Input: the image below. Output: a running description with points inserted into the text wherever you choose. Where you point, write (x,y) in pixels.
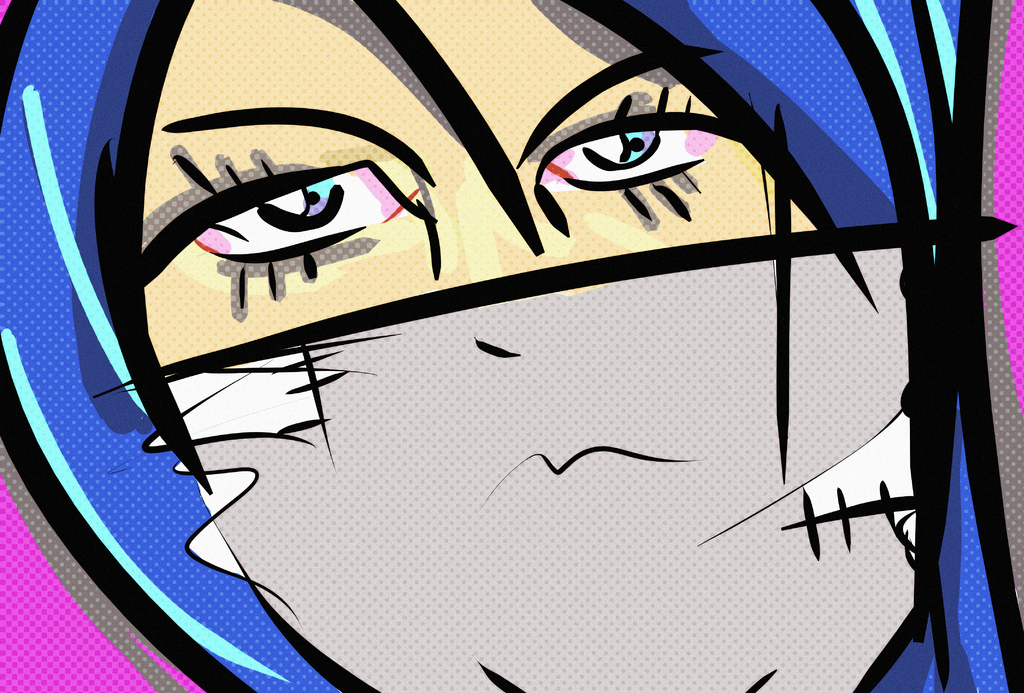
In this image we can see the cartoon picture of a person's face (343,661) with different colors.
